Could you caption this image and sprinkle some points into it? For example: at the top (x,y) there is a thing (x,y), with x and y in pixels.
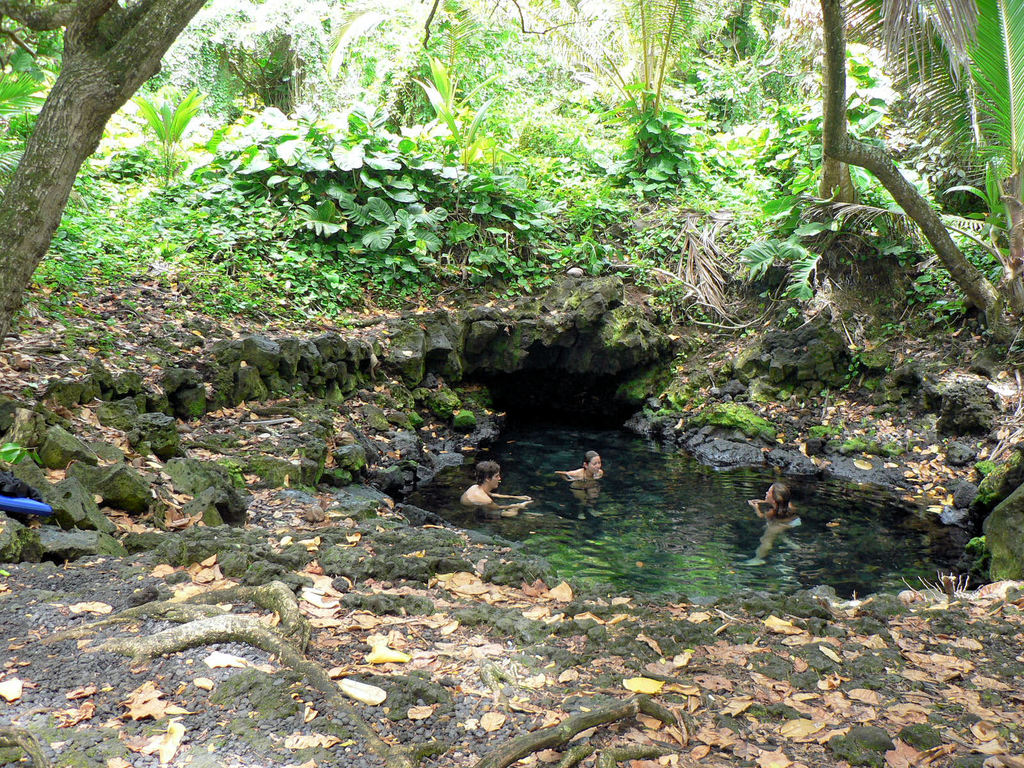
In this picture we can see few people (755,562) in the water (685,514), beside to them we can find few rocks (409,560), plants (373,272) and trees (357,96).
